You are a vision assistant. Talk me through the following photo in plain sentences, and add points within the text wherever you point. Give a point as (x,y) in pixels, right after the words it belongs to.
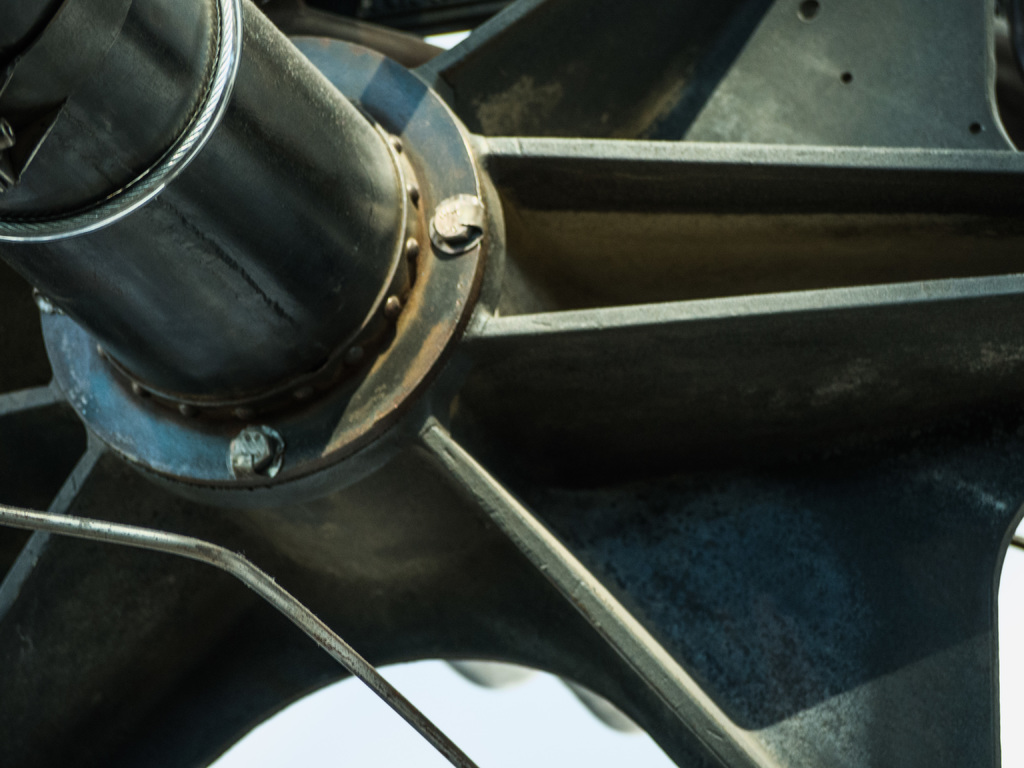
In this image I can see the iron wheel (515,457).
